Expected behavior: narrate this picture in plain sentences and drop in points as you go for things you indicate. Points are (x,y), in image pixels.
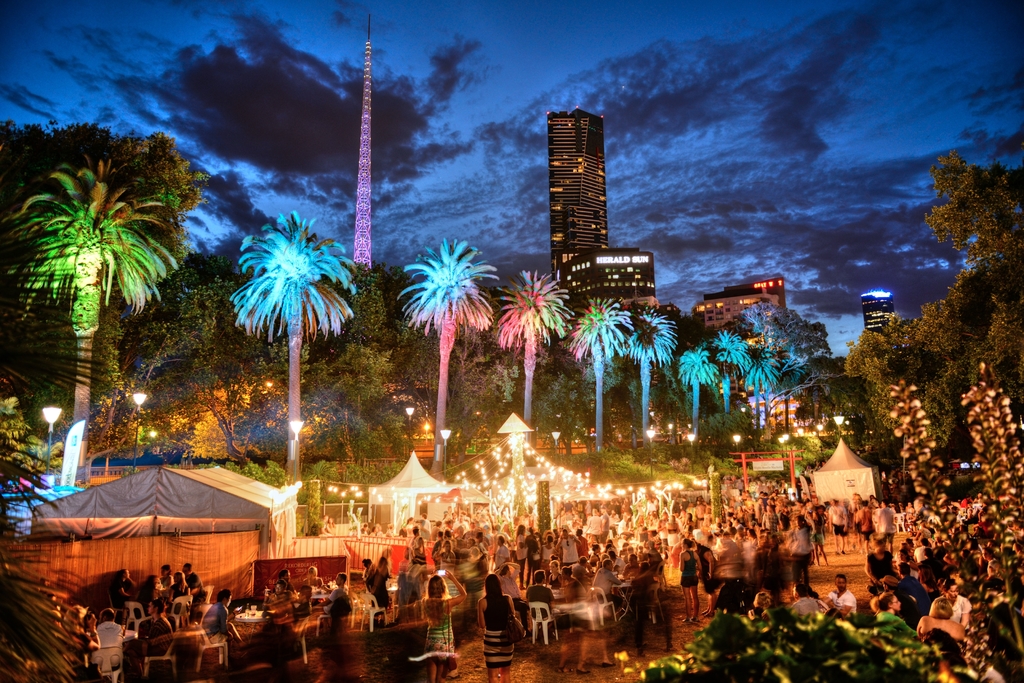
Sky (546,148) is cloudy. Buildings (656,298) with windows (577,215). These are light poles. Background (402,365) there are trees (421,362). Here we can see tents (159,494), lights (560,469) and people (432,649). Few people (547,579) are sitting on chairs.
